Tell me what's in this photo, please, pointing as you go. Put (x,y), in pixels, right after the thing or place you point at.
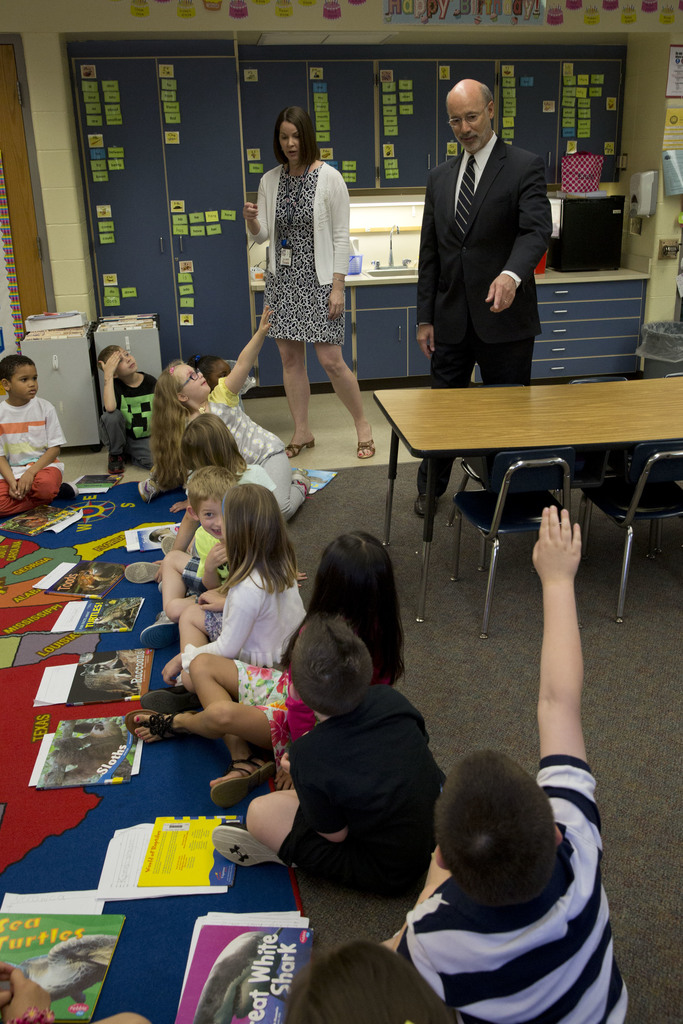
Here in this picture we can see number of children (201,544) sitting on the ground (298,891) and in front of them we can see books (104,780) present and on the right side (457,235) we can see a woman (326,194) and a man (495,230) standing and we can see the man (461,264) is wearing a suit (488,250) on him and in front of him we can see a table (493,410) and a couple of chairs (517,466) present and behind them we can see a black appliance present and we can also see drawers (558,309) and cupboards (188,198) present and we can see the children (242,541) are raising their hands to the man (434,258) present over there.
